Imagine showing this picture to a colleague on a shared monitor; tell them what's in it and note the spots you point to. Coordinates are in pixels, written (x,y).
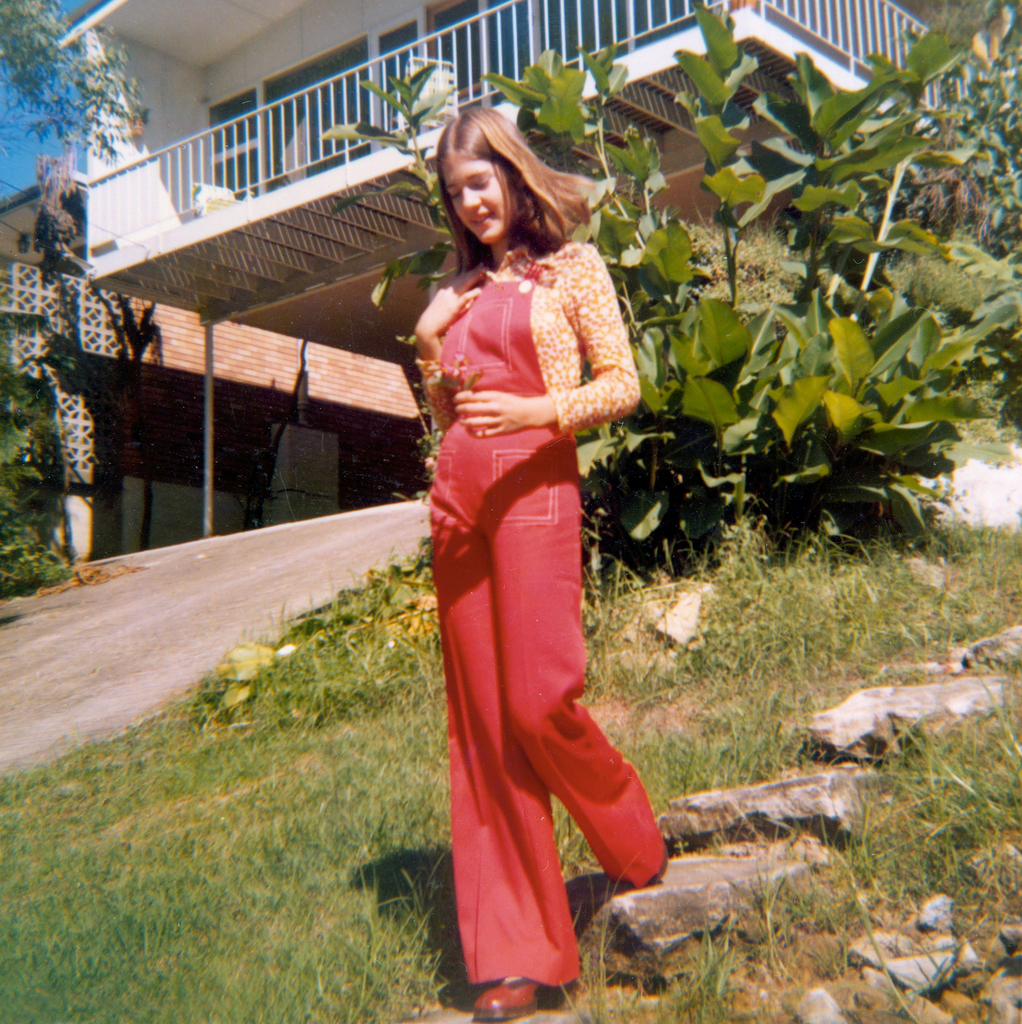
In this image we can see there is a person (503,548) walking on the ground (573,993). At the back (260,233) there is a house (240,357) and sidewalk (223,583). And there are trees (70,122), plants (946,204), stones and the sky (48,142).
